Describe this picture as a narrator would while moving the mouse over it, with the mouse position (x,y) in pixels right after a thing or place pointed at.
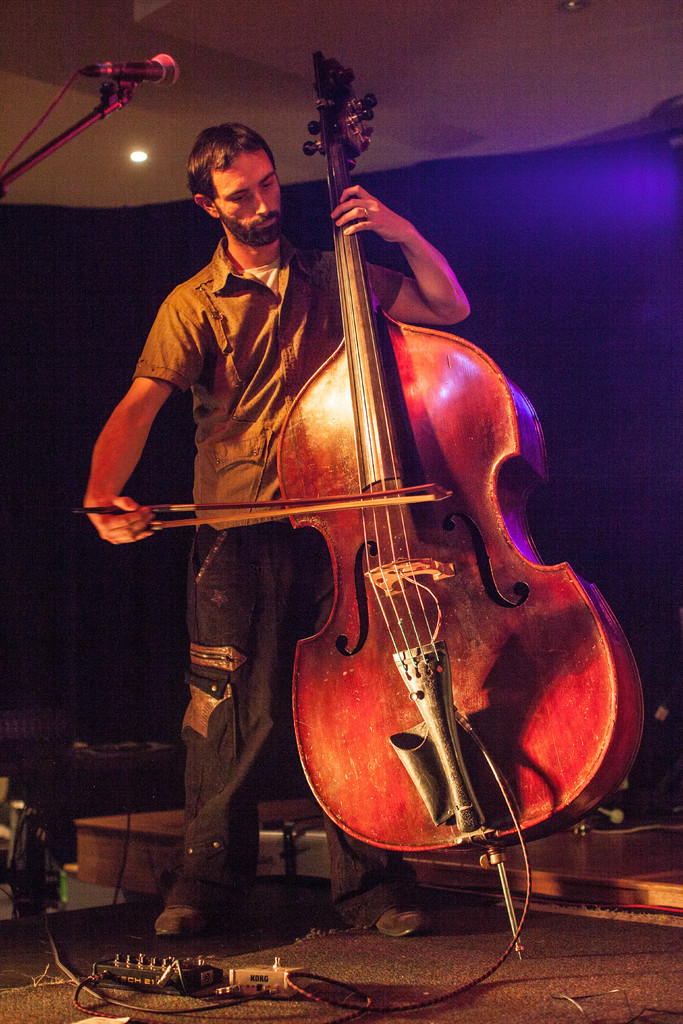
In this picture person (237,185) holding double bass (351,469) and playing it in front of him there are wires (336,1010) and in the background (111,258) we can see curtain (624,205), light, mic (143,70).
